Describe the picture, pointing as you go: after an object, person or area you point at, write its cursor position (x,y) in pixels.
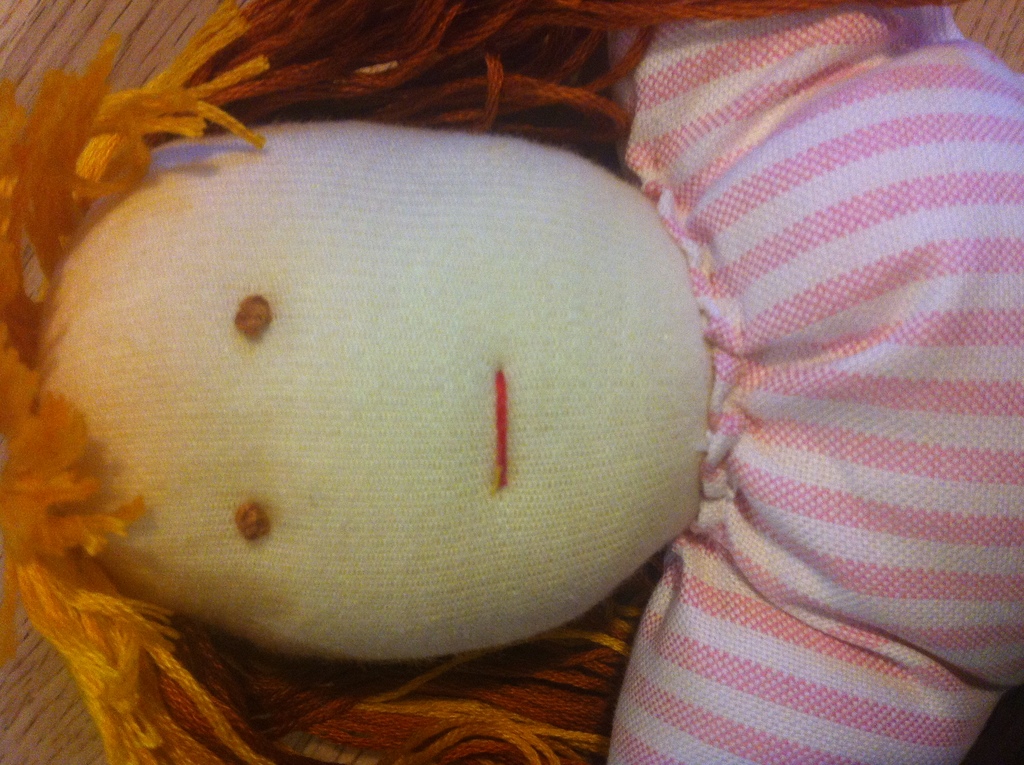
In this picture there is a doll (574,200) in the center of the image (583,423).
